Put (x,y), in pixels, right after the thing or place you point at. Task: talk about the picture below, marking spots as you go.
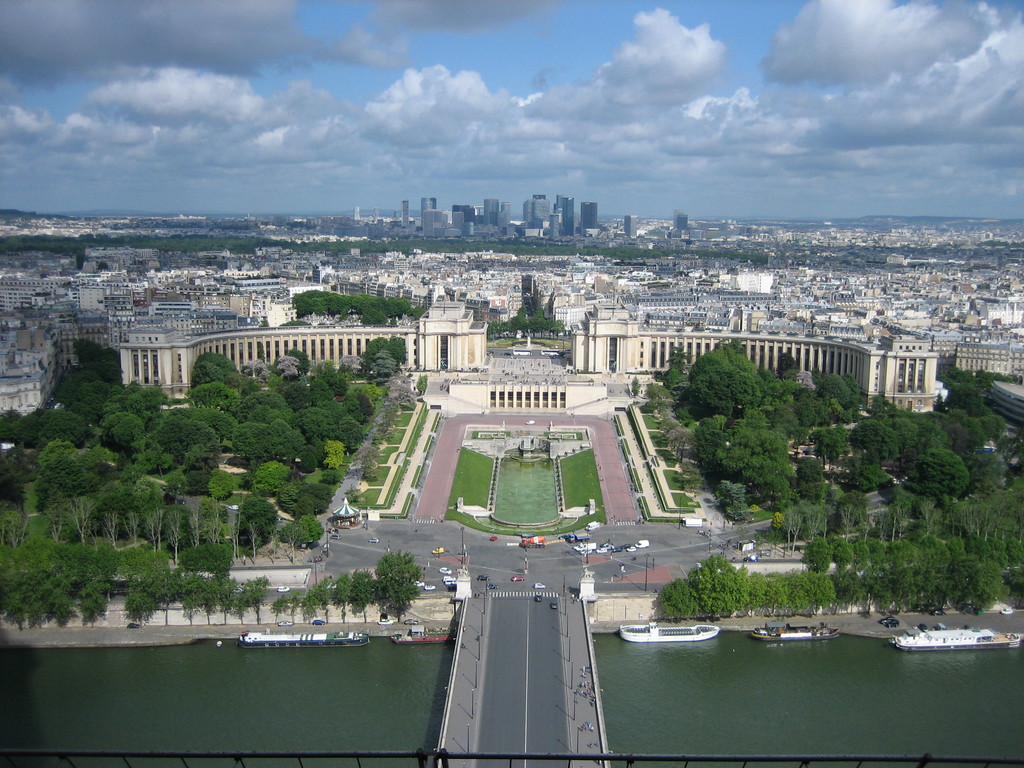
In this image I can see few trees (61,472) and buildings (764,364). I can see few boats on the water surface (421,674). I can see a bridge (453,697). At the top (588,90) I can see clouds (806,59) in the sky (471,149).
